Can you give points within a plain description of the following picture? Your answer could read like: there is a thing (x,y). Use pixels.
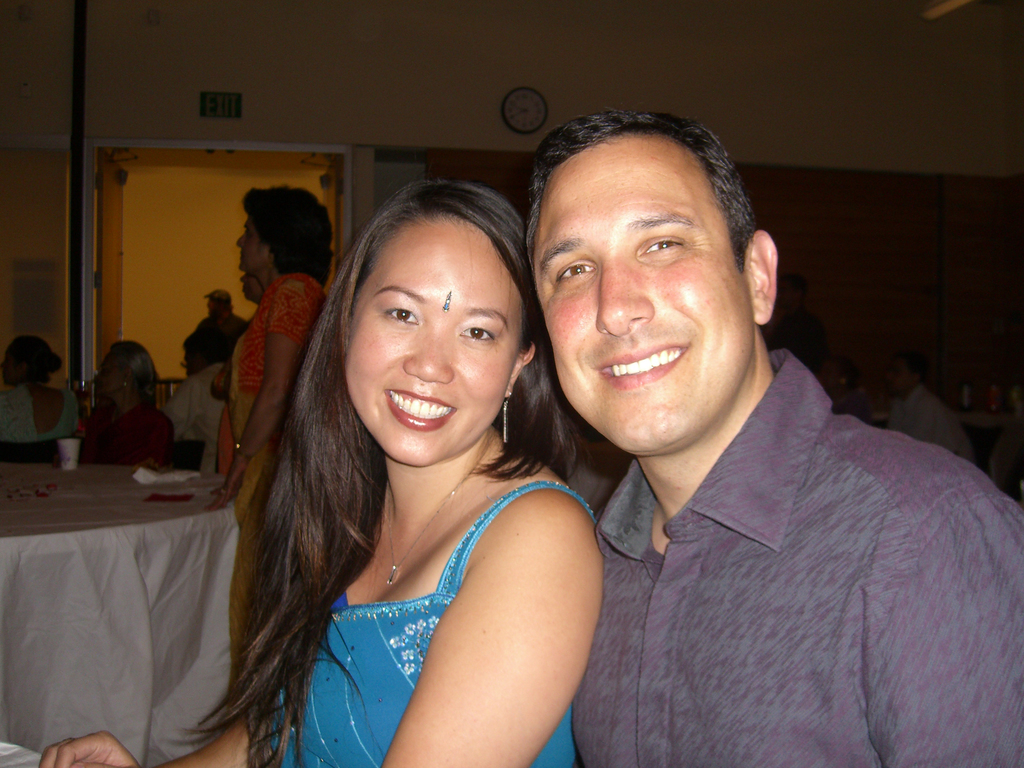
In this image we can see a couple (613,281) and there is a smile (641,377) on their face (460,379). Here we can see a table (153,546) which is covered with white cloth (34,579) on the left side (53,574). Here we can see a few persons (61,421) on the left side (272,427). Here we can see the clock (536,100) on the wall (501,125).
